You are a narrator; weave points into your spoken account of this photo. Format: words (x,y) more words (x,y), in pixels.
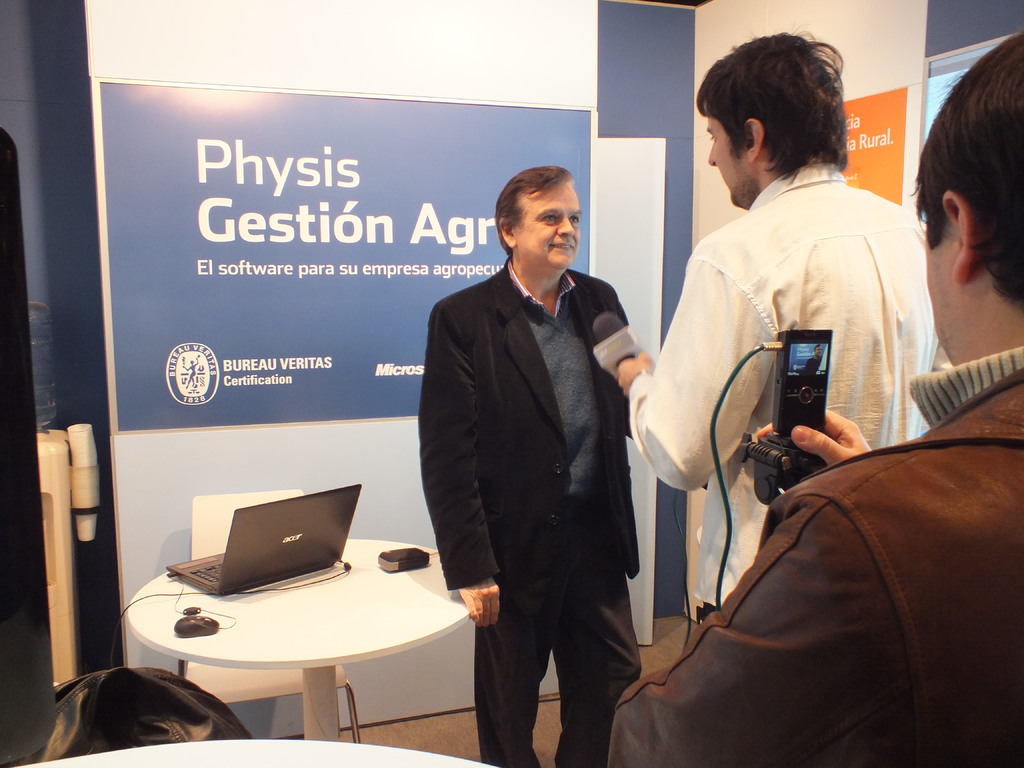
In the middle (523,387) there is a man (505,424) he wear suit (501,432), trouser (532,634). In the middle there is a table (329,629) on that there is a laptop (256,573), mouse (195,626) and some items (384,559). Behind a table (380,633) there is a chair (227,529). In the right (857,591), there is a person (880,591) he is staring towards the screen (810,369) in front of him, there is another person (757,288) he is holding a mic (620,340) in his hand (626,369).
